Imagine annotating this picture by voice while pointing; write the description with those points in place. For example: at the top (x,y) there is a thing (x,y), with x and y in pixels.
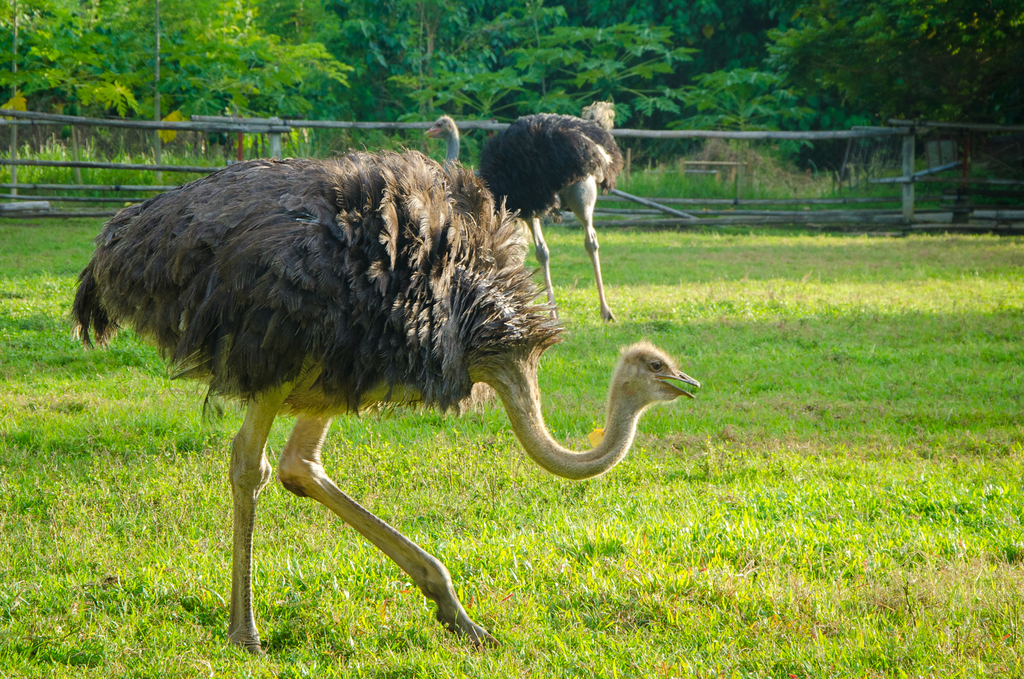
In the image we can see there are ostriches (521,265) standing on the ground (762,443) and the ground (756,473) is covered with grass (367,666). Behind there are lot of trees (384,61).
